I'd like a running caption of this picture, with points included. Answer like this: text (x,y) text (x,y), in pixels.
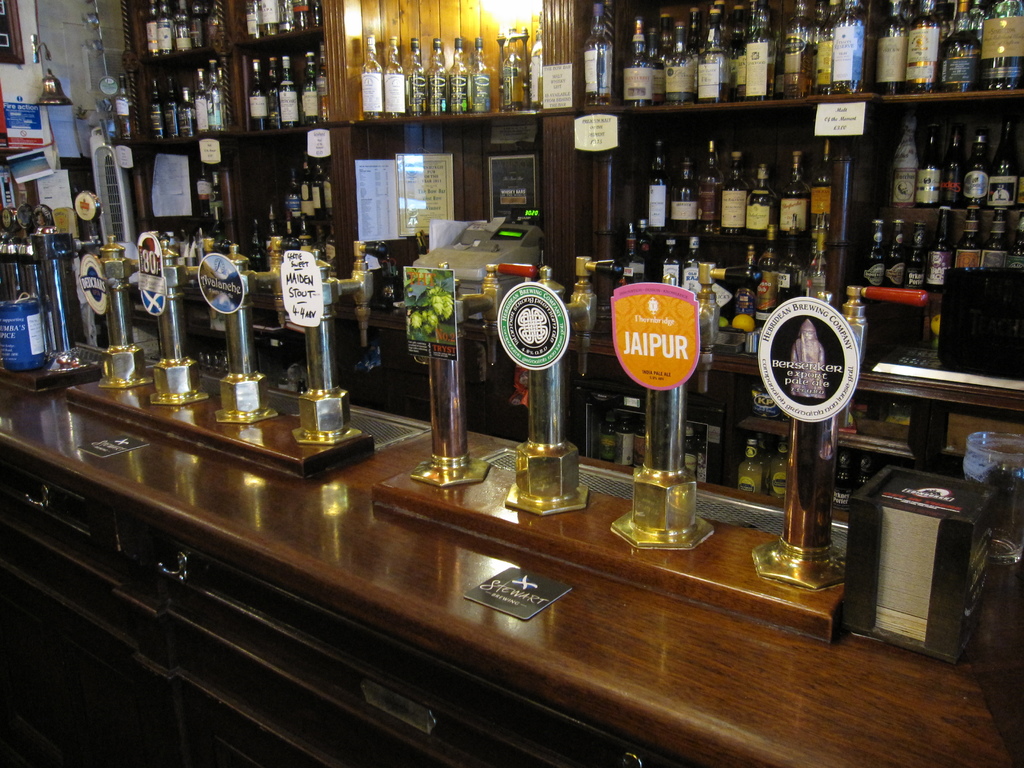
In this picture we can see few beer taps (94,308) on the counter (432,517), in the background (204,48) we can find few bottles (673,90) and a machine (525,229) in the racks (541,166).
